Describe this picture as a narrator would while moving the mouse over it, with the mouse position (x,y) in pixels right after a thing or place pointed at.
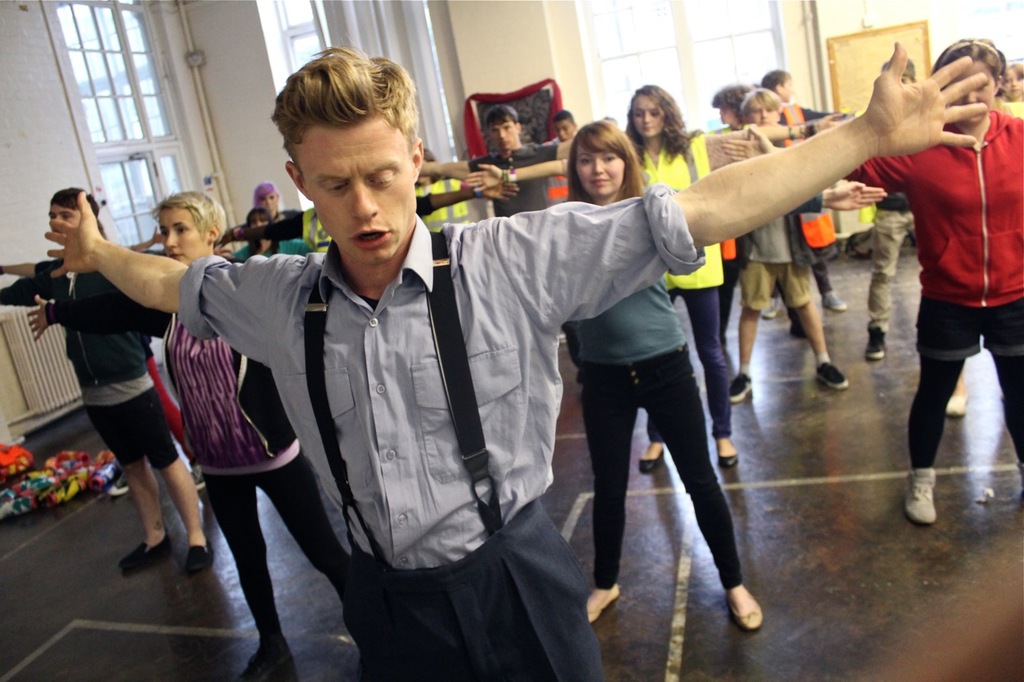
At the bottom of this image (130,479), there are persons (907,213) in different color dresses (884,230), doing exercise on a floor (113,645). In the background (829,39), there are windows (680,16), a board (857,62) and a wall (184,130).
